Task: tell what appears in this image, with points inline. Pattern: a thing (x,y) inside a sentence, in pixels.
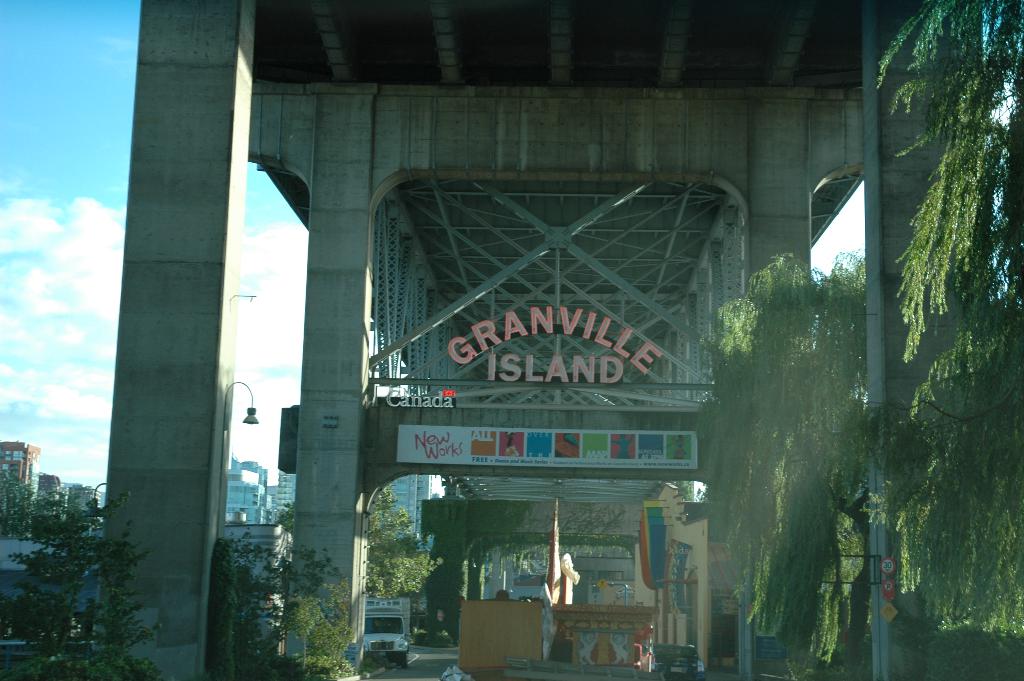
On the right (805,508) we can see tree (997,131) and pillar (883,532). On the left (124,619) there are trees (68,617), pillars (198,574) and buildings (87,493). In the center of the picture (676,253) there are vehicles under the bridge (517,314) and we can see text (566,360) and boards (473,463) also. In the background (245,269) it is sky (122,132).
